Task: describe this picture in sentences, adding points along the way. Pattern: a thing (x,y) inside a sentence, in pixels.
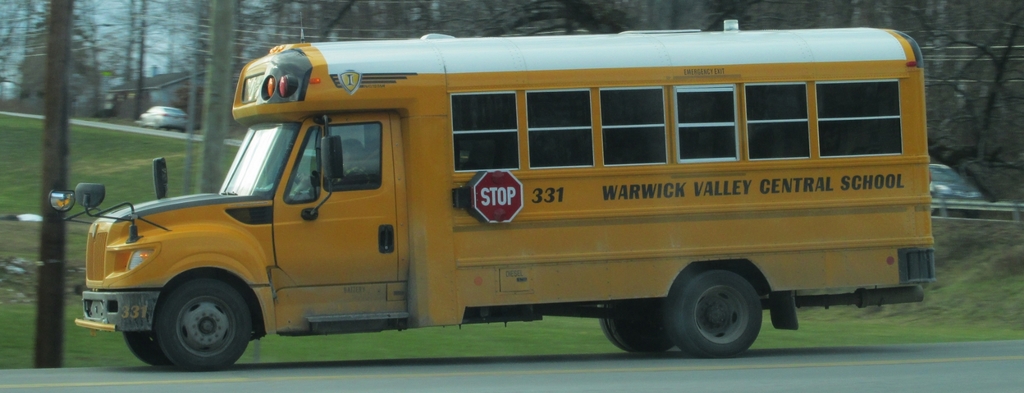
Here in this picture we can see a yellow bus (523,180) present on the road (408,392) over there and we can also see pole (57,149) here and there and we can see cars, trees (179,58) and plants (40,96) present all over there.
